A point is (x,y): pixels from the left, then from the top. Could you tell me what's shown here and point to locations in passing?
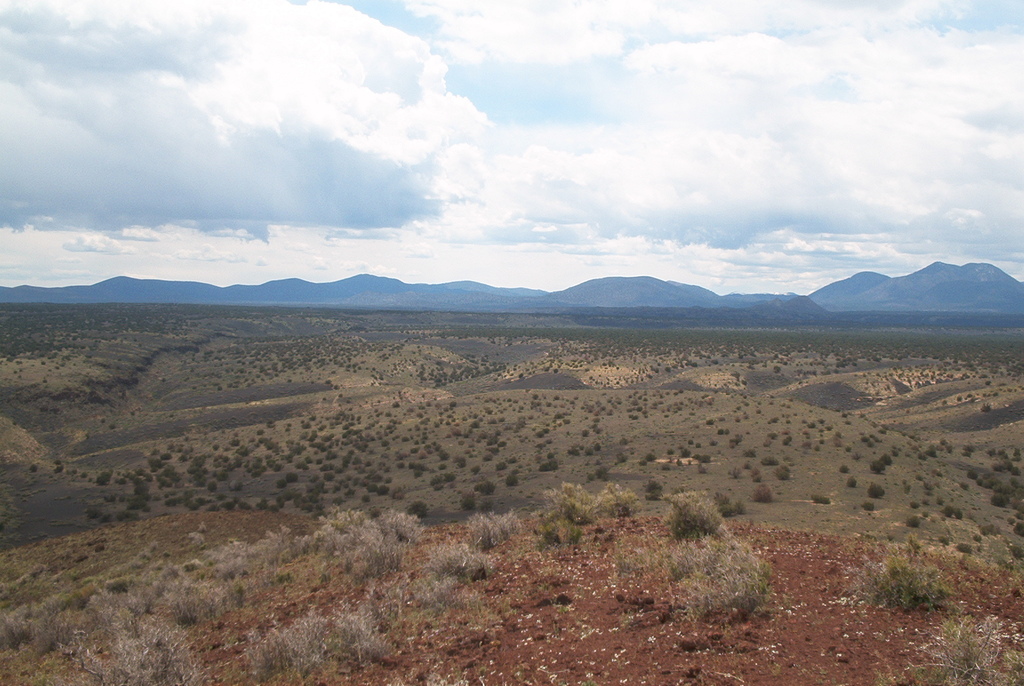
In the center of the image (666,339) we can see mountains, trees (563,416), grass (545,410). At the bottom of the image (503,635) we can see some plants (326,628), ground (472,631). At the top of the image (544,75) clouds (557,44) are present in the sky (550,68).
